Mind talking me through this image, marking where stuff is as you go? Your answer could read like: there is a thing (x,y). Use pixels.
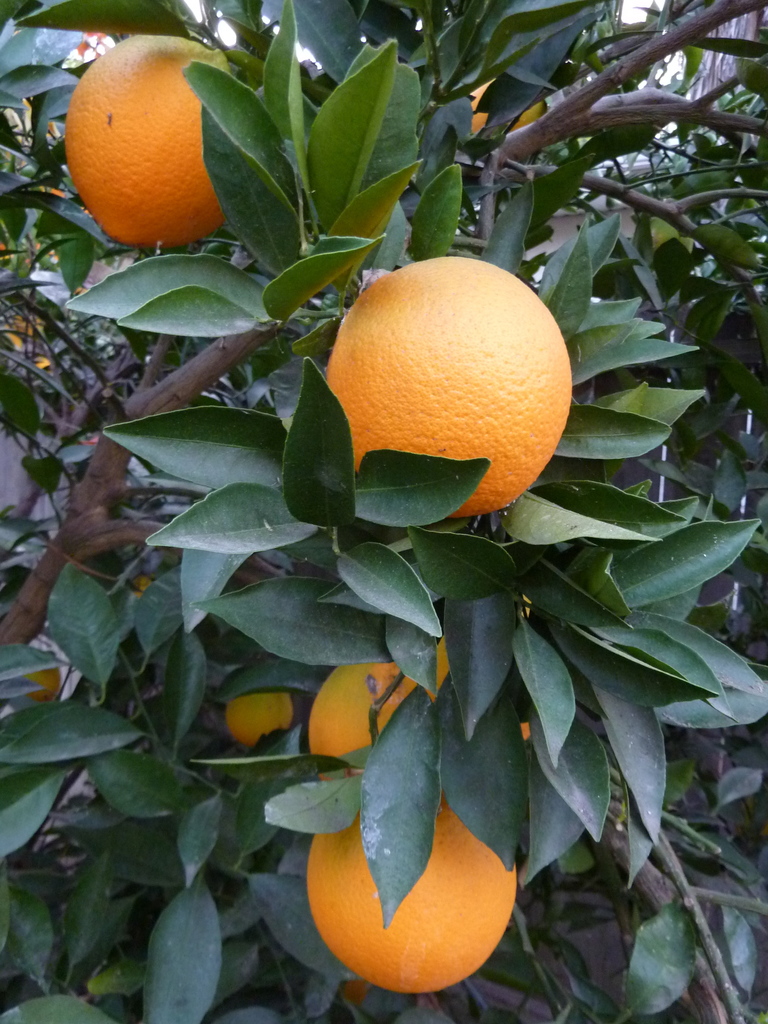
This is a zoomed in picture. In the foreground (187,441) we can see the oranges (186,189) hanging on the tree (534,94) and we can see the green leaves (342,464), branches (564,124) and stems (99,536) of the tree (456,53).
